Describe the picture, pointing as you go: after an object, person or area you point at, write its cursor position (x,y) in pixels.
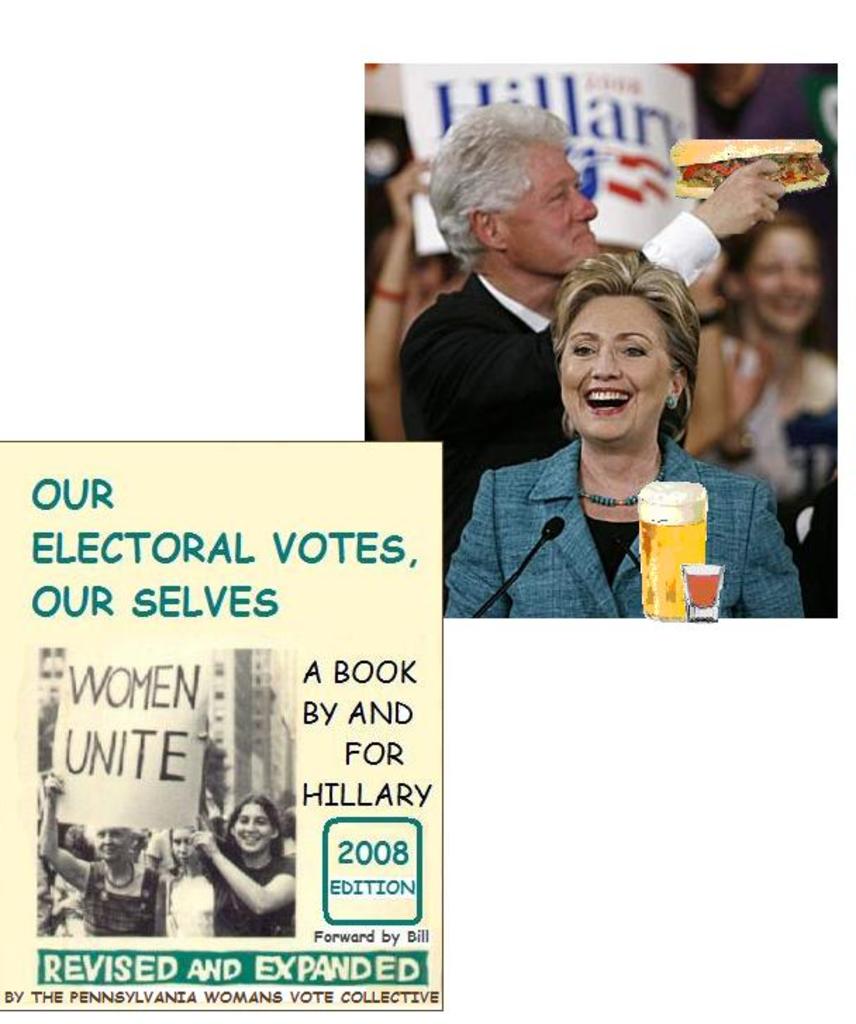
In this picture I can see a collage image on which we can see some people (576,265) with some objects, in another image (288,735) we can see a poster (271,755) on which we can see a image (168,855) of a persons (214,848) and some text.
